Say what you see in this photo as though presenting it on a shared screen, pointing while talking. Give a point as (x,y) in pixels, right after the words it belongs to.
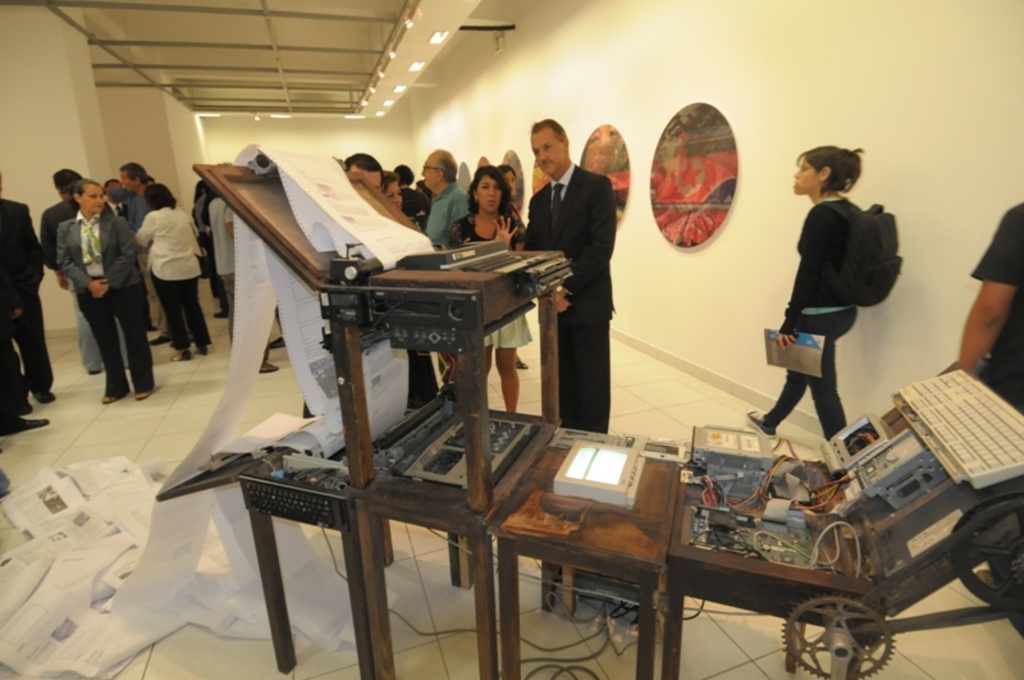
In this image we can see that there is an old vintage printing machine (426,433) in the middle (400,370) through which there are so many papers (156,481) coming out from it. On the right side (955,415) there is a keyboard (955,404). In the background (490,168) there are so many people (444,174) who are standing on the floor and looking at the machine (538,451). There are frames (674,152) to the wall (657,85). At the top (379,76) there are lights (379,73).
